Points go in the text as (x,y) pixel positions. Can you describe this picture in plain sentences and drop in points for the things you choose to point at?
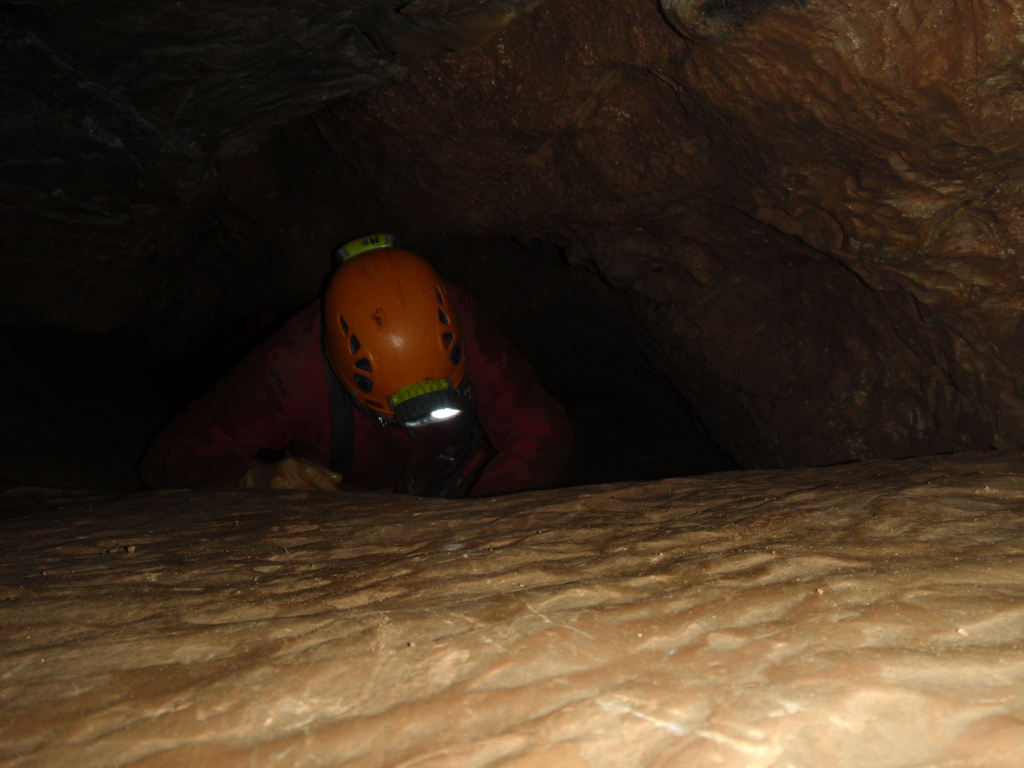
In this image we can see a person (351,433) wearing helmet (359,391) crawling in a cave (365,515).
